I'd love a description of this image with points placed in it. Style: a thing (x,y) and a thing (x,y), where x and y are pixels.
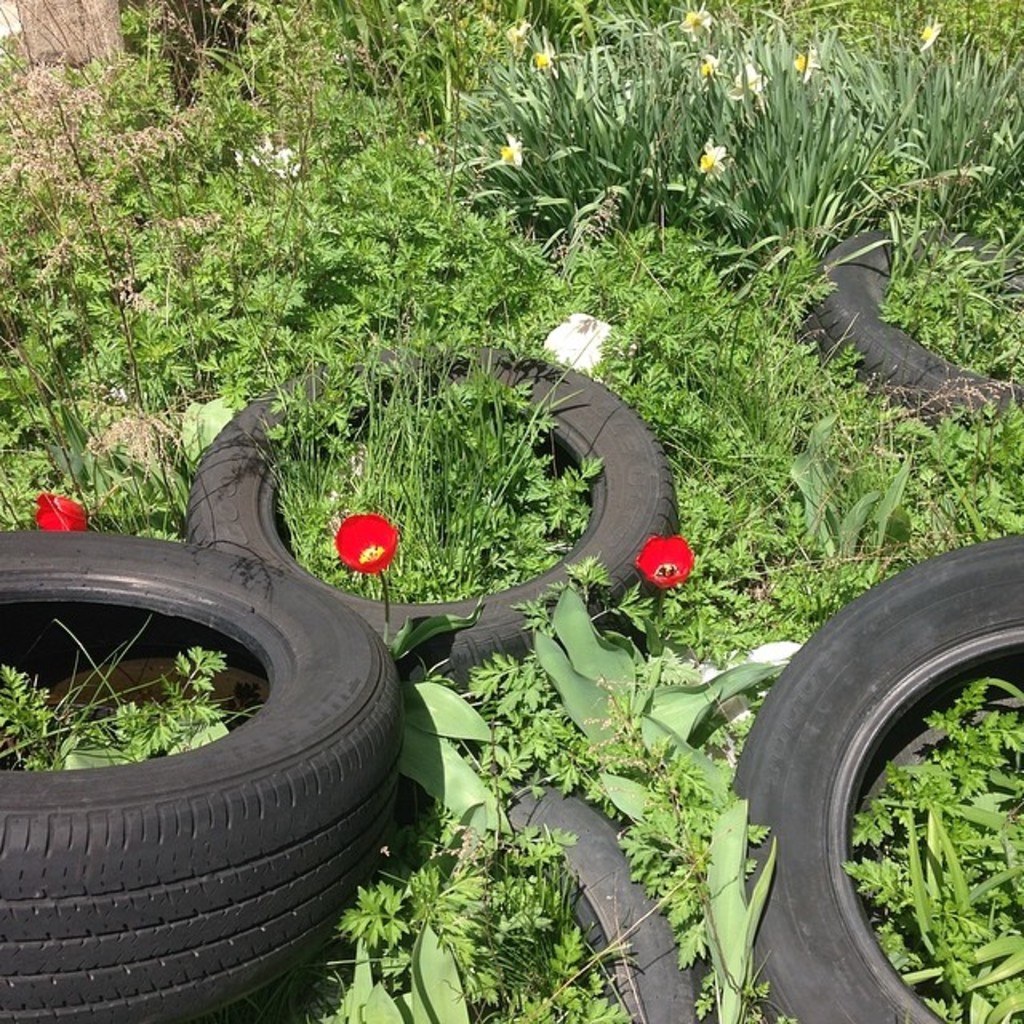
In this picture we can see some plants (760,394), there are some flowers (292,170) and tyres (783,864) at the bottom (47,843).
